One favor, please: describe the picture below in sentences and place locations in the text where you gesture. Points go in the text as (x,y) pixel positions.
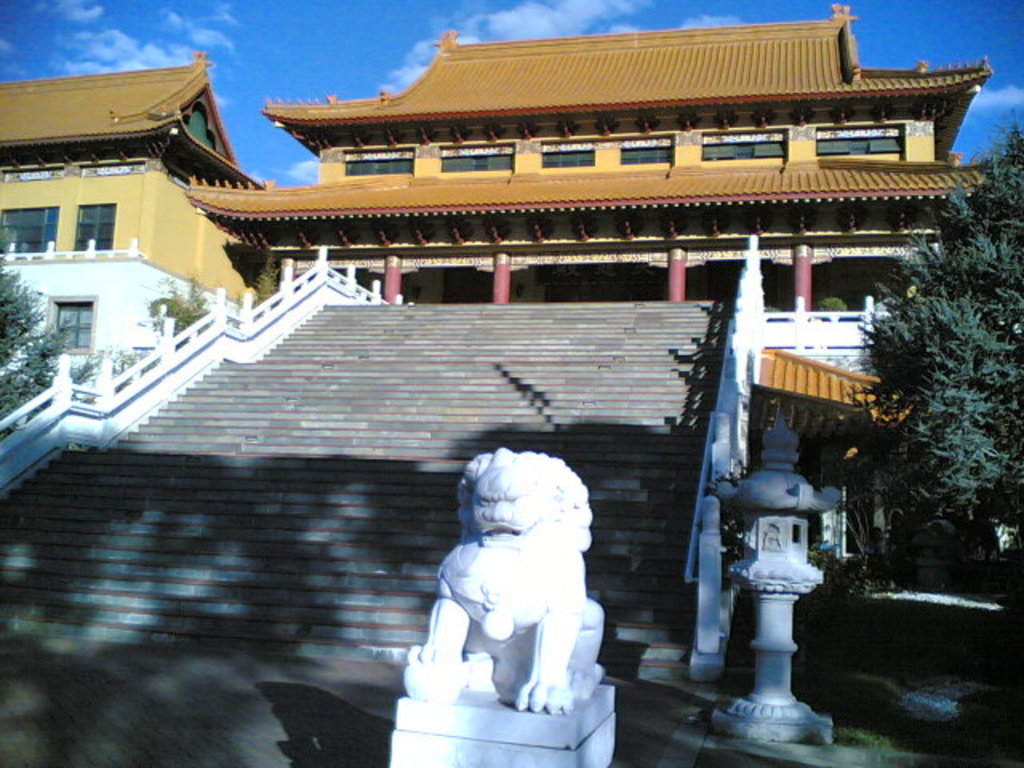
In the bottom (478,570) there is a statue (495,615) on a pillar (503,742). On the right side (779,577) there is another pillar (788,554) and also there is a tree (945,422). In the middle of the image (433,272) there are two buildings (63,214). In front of this building (458,210) I can see the stairs (331,426). On the left side (19,352) there are trees (15,334). At the top of the image (236,36) I can see the sky (248,51) and clouds (153,51).
